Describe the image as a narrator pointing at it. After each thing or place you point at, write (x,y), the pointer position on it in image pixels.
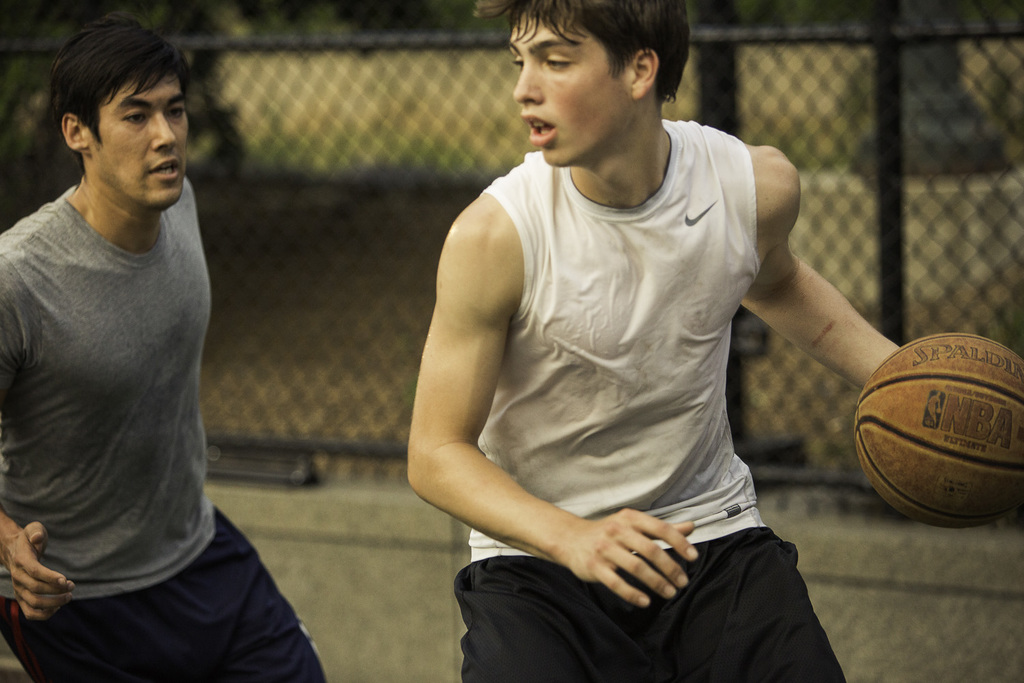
There are two men (163,296) playing with the ball (893,426). Both of them are wearing t-shirts (122,387). In the background (311,262) we can observe a fence (342,194) here.
